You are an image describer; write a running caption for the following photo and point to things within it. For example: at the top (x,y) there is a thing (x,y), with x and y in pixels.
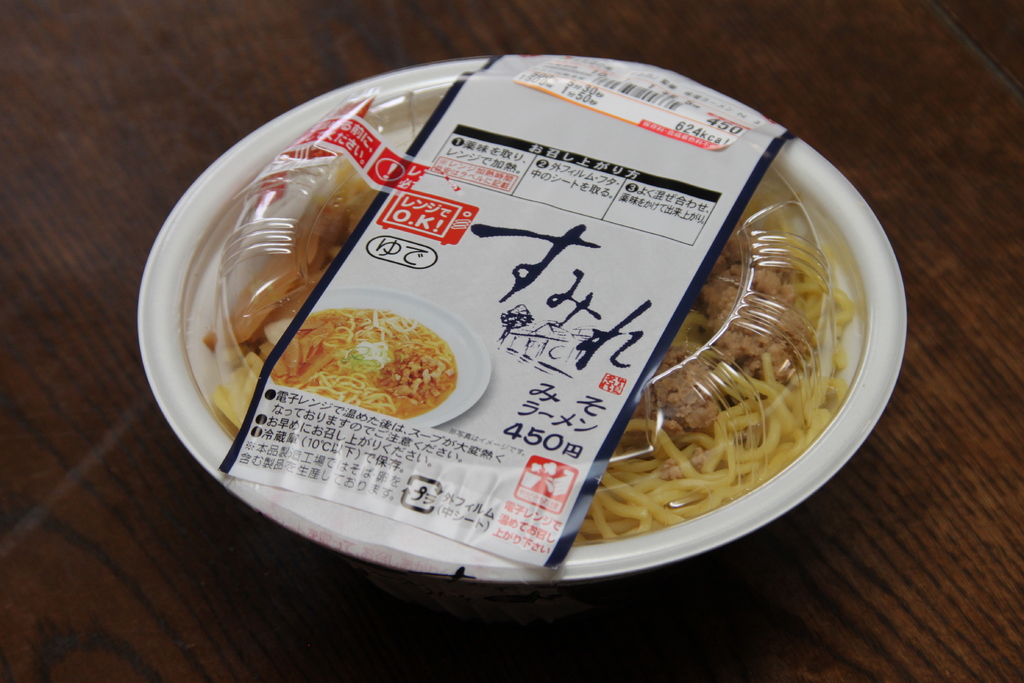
In this picture I can observe food box (600,248) placed on the table (284,68). The table (136,167) is in brown color.
